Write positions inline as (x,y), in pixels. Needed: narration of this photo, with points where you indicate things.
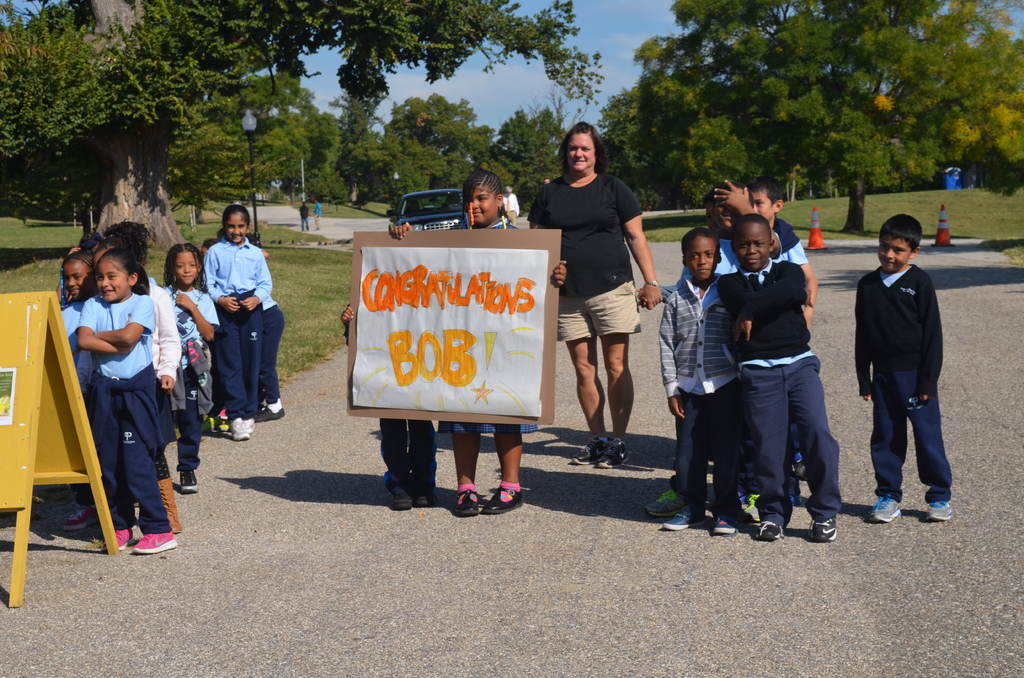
This image is clicked on the road (481,483). There are children (184,324) and a woman (627,272) standing on the road (476,526). In the center (436,323) the children (493,222) are holding placard (478,392) in their hands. To the left (71,395) there is a board (51,460) on the road (114,593). On the either sides of the road (99,613) there are trees (736,106), grass (924,210) and street light poles (251,126) on the ground (318,289). Behind the children (474,189) there is a car (433,195) on the road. To the right (940,219) there are cone barriers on the ground (834,199). At the top (613,47) there is the sky (592,45).
